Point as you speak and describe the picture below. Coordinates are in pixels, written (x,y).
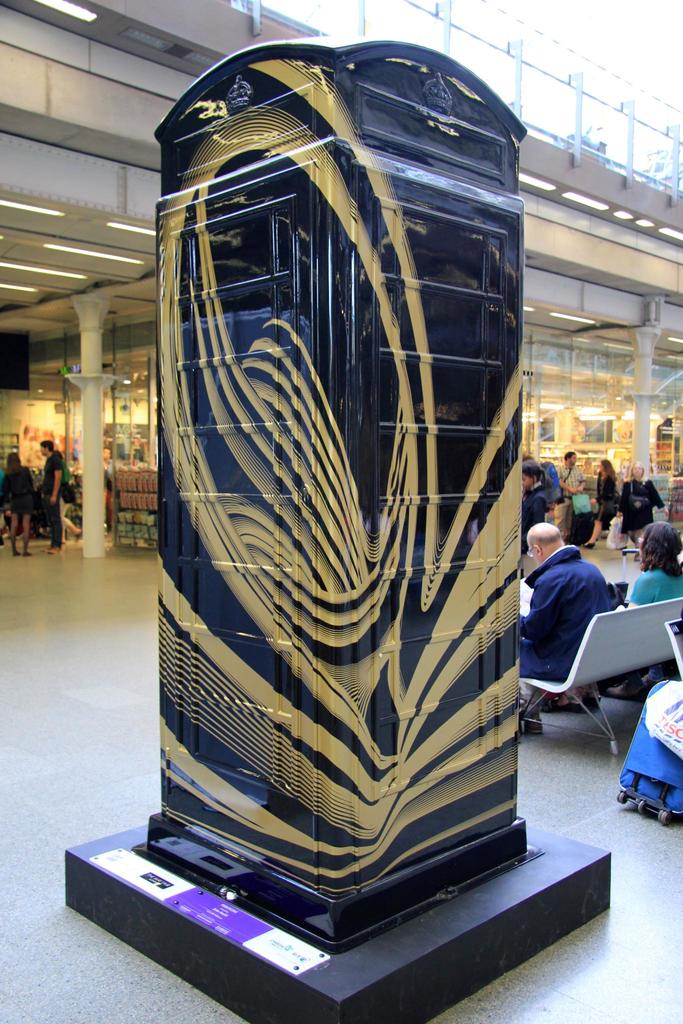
In the center of the image (288,455) there is a black color object (391,680) on the floor (551,964). In the background (540,507) we can see few people (597,501) standing, few (607,510) are walking and few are sitting. We can also see a roof (142,254) for shelter (77,257).
